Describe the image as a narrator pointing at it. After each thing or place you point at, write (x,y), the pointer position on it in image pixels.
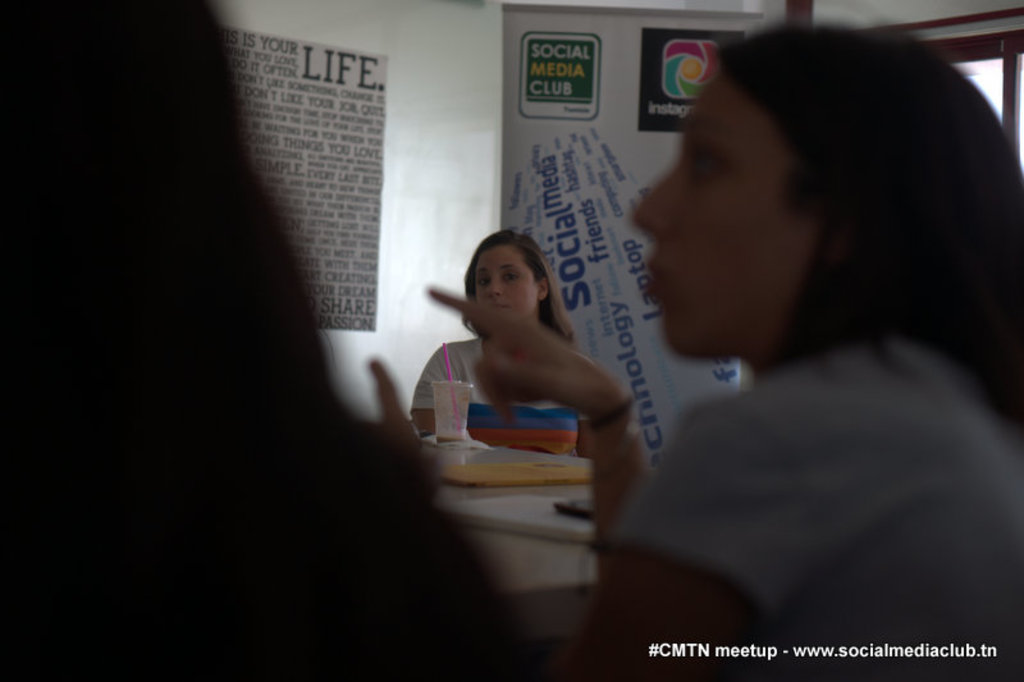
In this image, we can see few people (935,464) are sitting. Here there is a table (523,559), some object (558,510), glass (456,422) with straw (455,404). Background (441,169) there is a banner (585,212), poster (321,176) and wall (466,214). Right side (685,648) bottom of the image (801,651), there is a watermark (903,649).
